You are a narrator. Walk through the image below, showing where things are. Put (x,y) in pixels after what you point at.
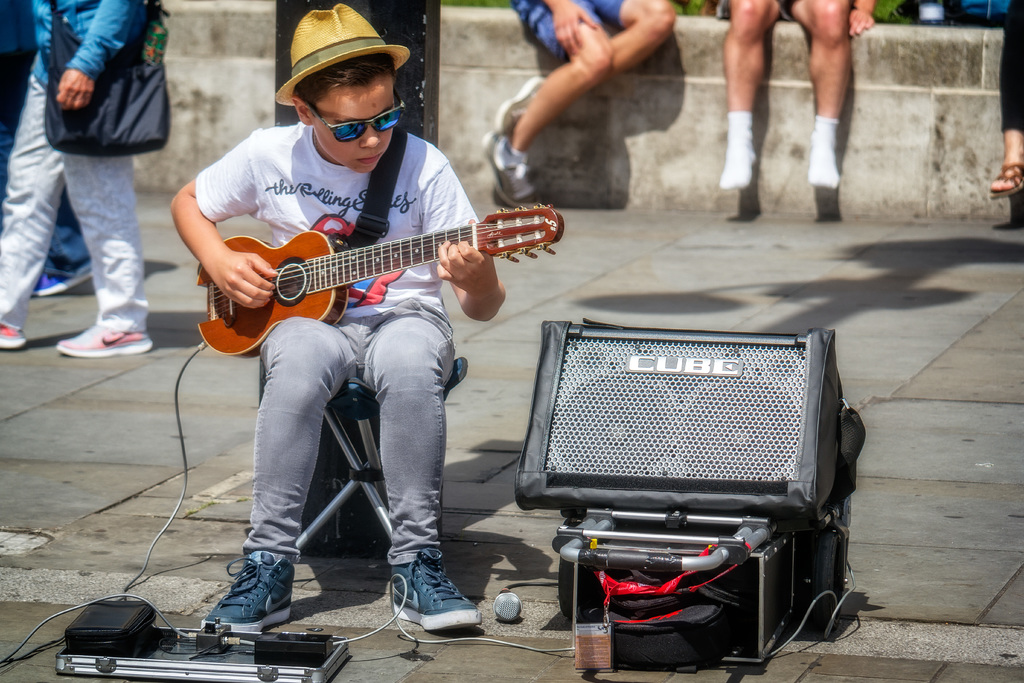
At the bottom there is a floor (619,288) on the floor (516,282) few people (87,175) are walking. In the middle (387,374) one boy (359,344) is sitting and playing guitar (412,260) he is wearing a white t shirt (335,176) and hat (328,58), trouser (345,368) and shoes (424,609). In the middle (659,425) a speaker (678,444) is there. In the right (915,70) there is a wall (927,139) in which three people (1021,61) are sitting on that.
